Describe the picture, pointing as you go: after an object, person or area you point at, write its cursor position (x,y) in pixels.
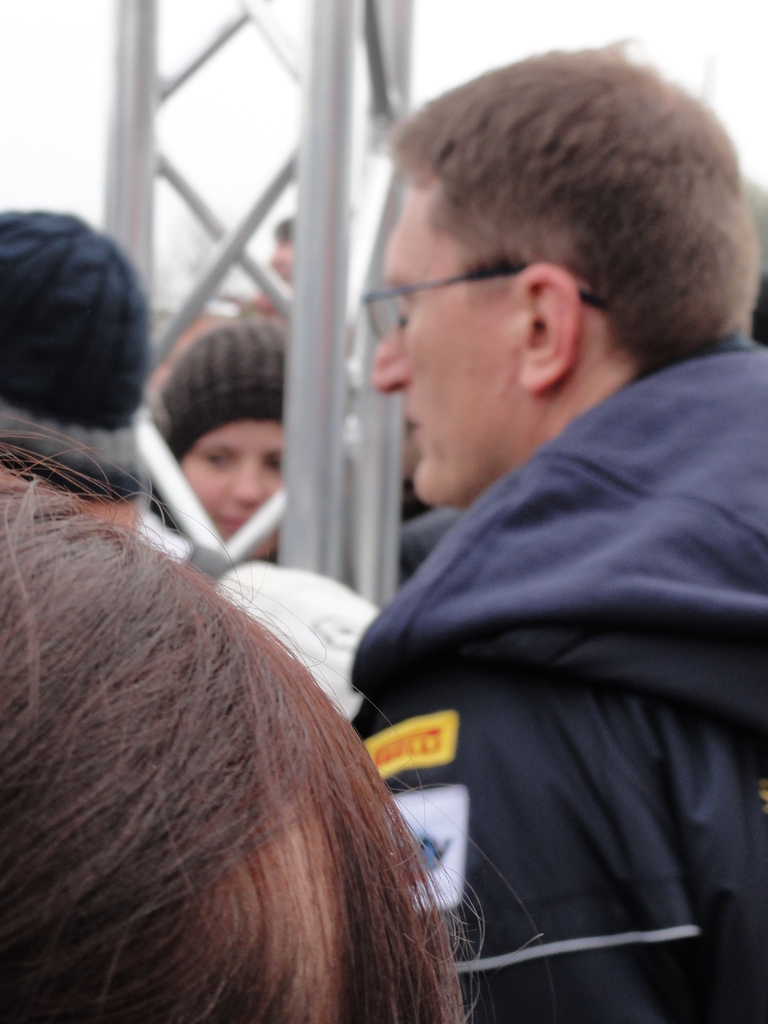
There are people (235,603) at the bottom of this image (483,706) and there is a tower (291,474) in the middle of this image (309,353). The sky (238,129) is in the background (284,101).
